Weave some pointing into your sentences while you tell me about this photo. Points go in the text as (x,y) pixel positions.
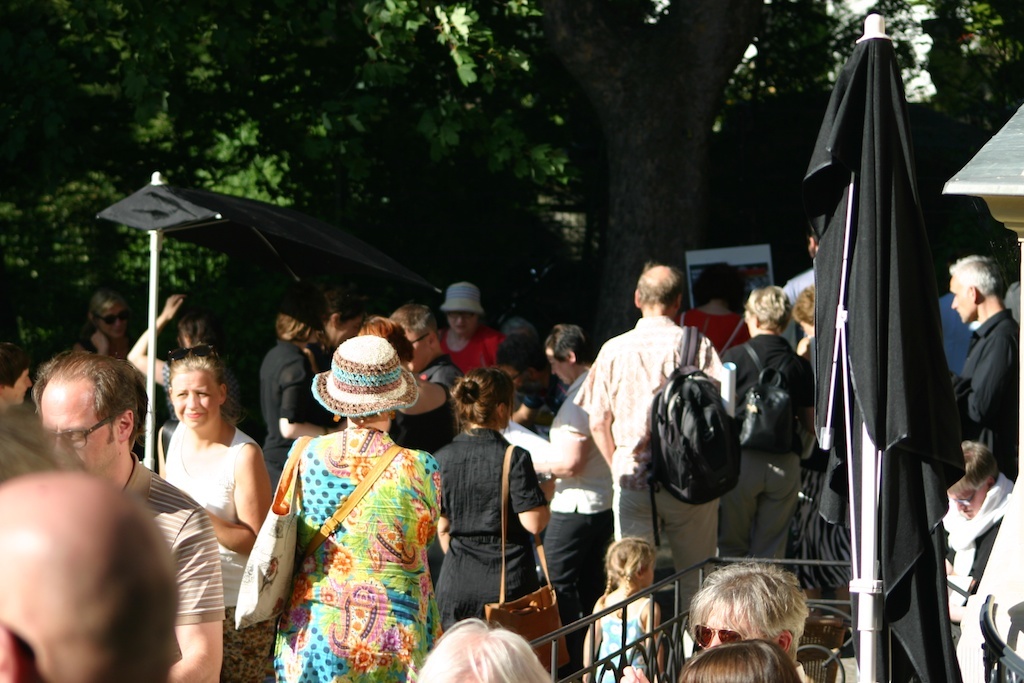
In this image there are persons (469,481) standing and walking, there are umbrellas (898,342) and trees (323,136) and there is a wall (1002,203).
